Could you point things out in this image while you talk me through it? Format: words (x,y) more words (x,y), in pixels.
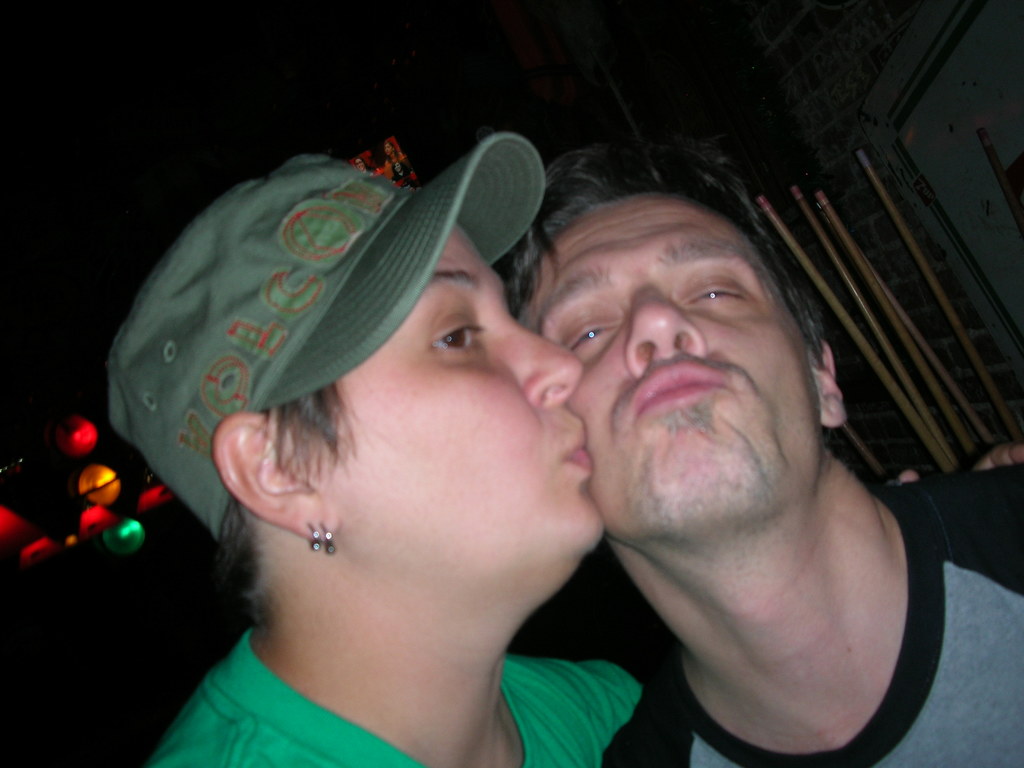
In this image I can see two persons (494,578) in the front (479,511) and I can see one of them is wearing a cap (214,383). On the left side of this image (92,491) I can see number of lights (95,426) and on the right side (914,353) I can see few sticks (893,385).
